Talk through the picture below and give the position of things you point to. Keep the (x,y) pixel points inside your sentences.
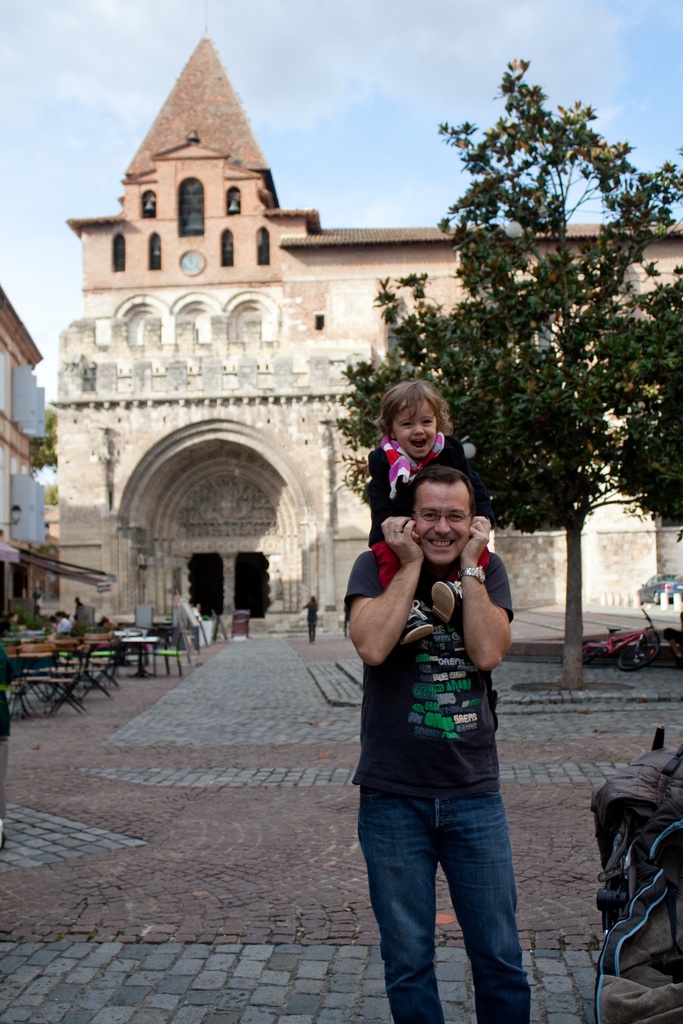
In this picture there are buildings (285,260) and trees (485,415). In the foreground (639,855) there is a man (442,690) standing and smiling and holding the kid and there are bags (647,895). At back (121,630) there are tables (67,639) and chairs (31,680) and there is a bicycle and car (645,594) and there is a clock (199,270) on the building (208,267). At the top (433,93) there is sky (410,103) and there are clouds (419,89). At the bottom (42,977) there is a pavement (257,648).
